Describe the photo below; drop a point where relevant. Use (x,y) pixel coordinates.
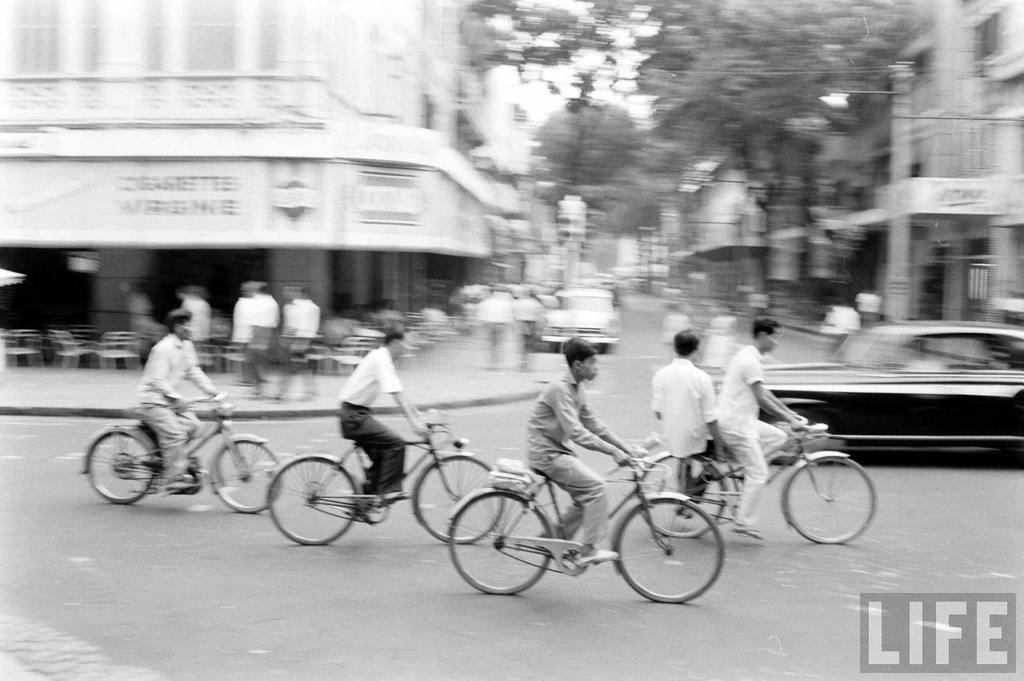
This image is clicked outside on the roads (212,563). There are many people (745,395) in this image. In the front (712,475), five persons (571,408) are riding bicycle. In the background (343,218) there is a building (321,91), trees (687,168) and a car (590,304). To the right (983,408), there is a car (1006,440) in black color.
